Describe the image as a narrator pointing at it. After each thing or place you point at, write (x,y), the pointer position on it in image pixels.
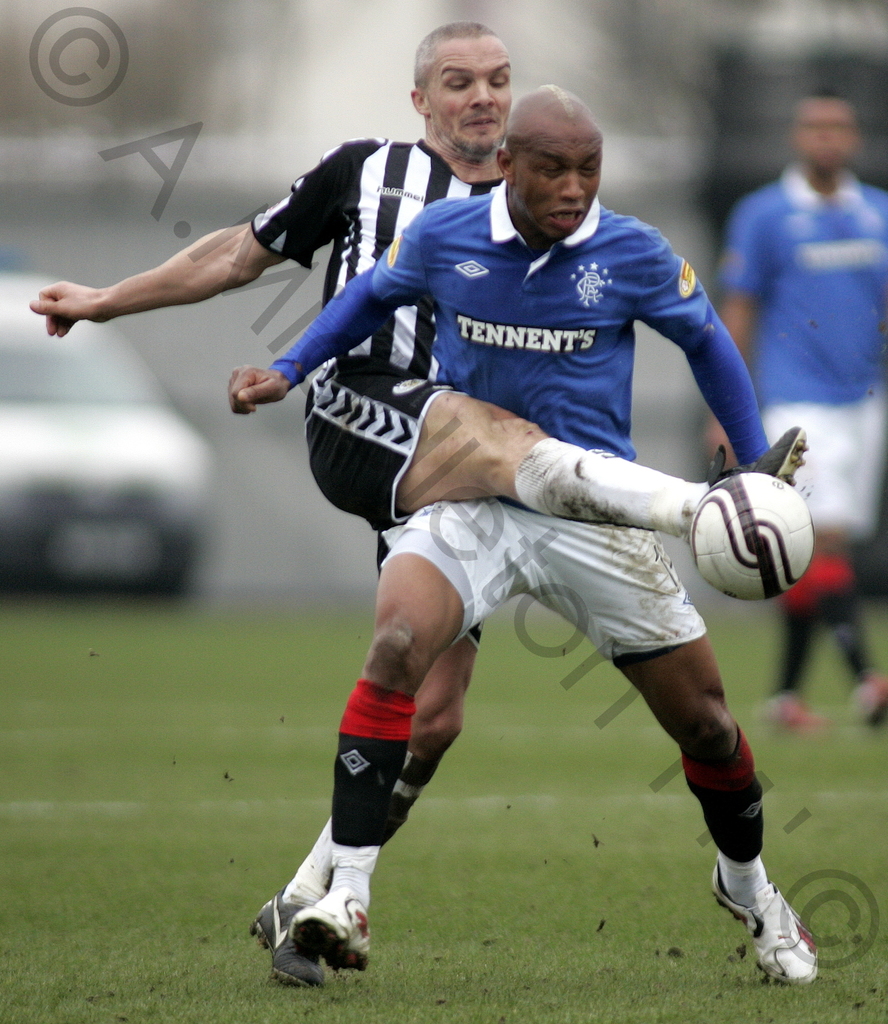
Here we can see a person (523,187) running, and another person (400,341) hitting the ball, and at back (159,435) the car (162,448) is on the ground (187,693).
